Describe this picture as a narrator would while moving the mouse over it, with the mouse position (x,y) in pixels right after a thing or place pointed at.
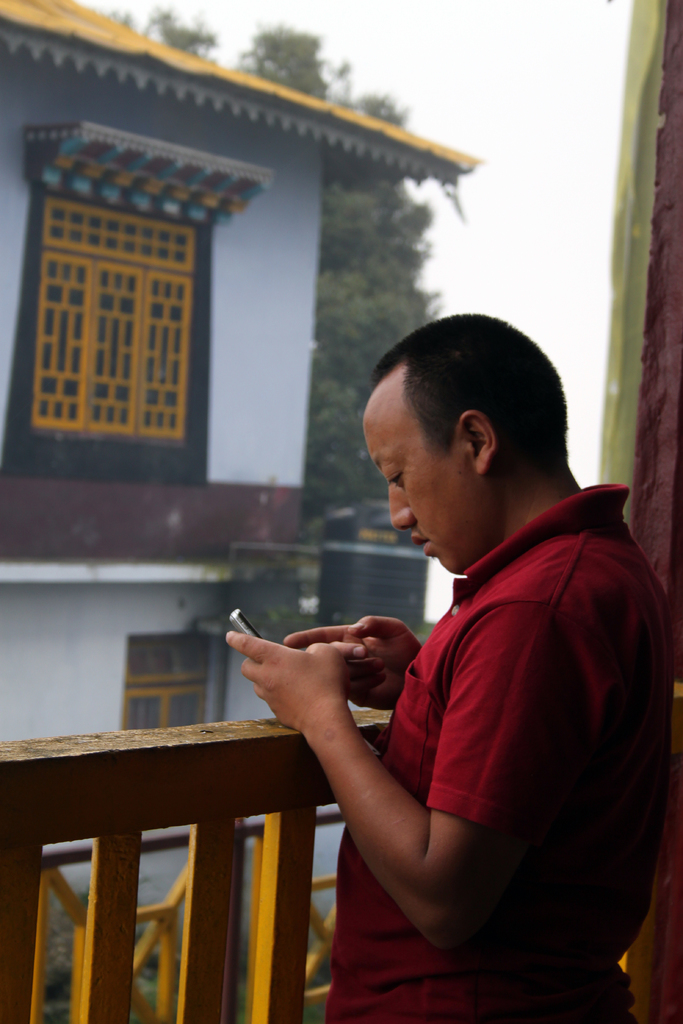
In the center of the image (247,652) we can see a person (524,779) is standing and he is holding some object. On the right side of the image (657,441), there is a wall (668,451). In front of him, there is a fence (253,807). In the background (533,204), we can see the sky (474,287), one building (305,388), windows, one tree (355,263) and a few other objects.
